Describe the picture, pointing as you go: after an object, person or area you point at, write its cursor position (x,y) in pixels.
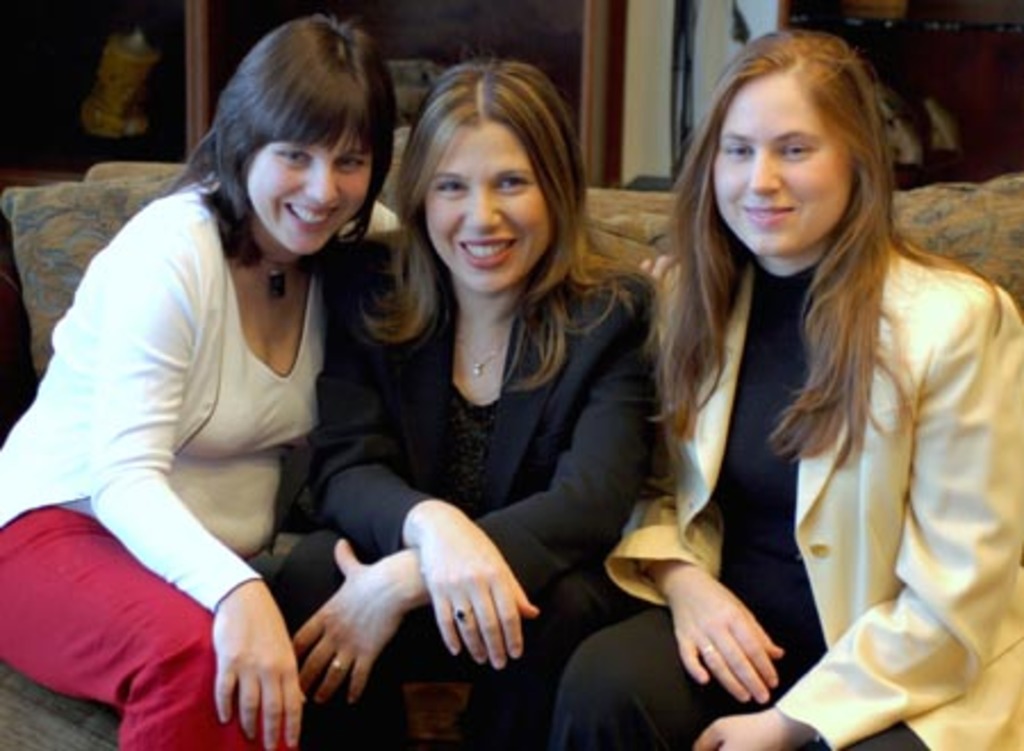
There are three women (504,303) sitting on the sofa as we can see in the middle of this image (490,286).
